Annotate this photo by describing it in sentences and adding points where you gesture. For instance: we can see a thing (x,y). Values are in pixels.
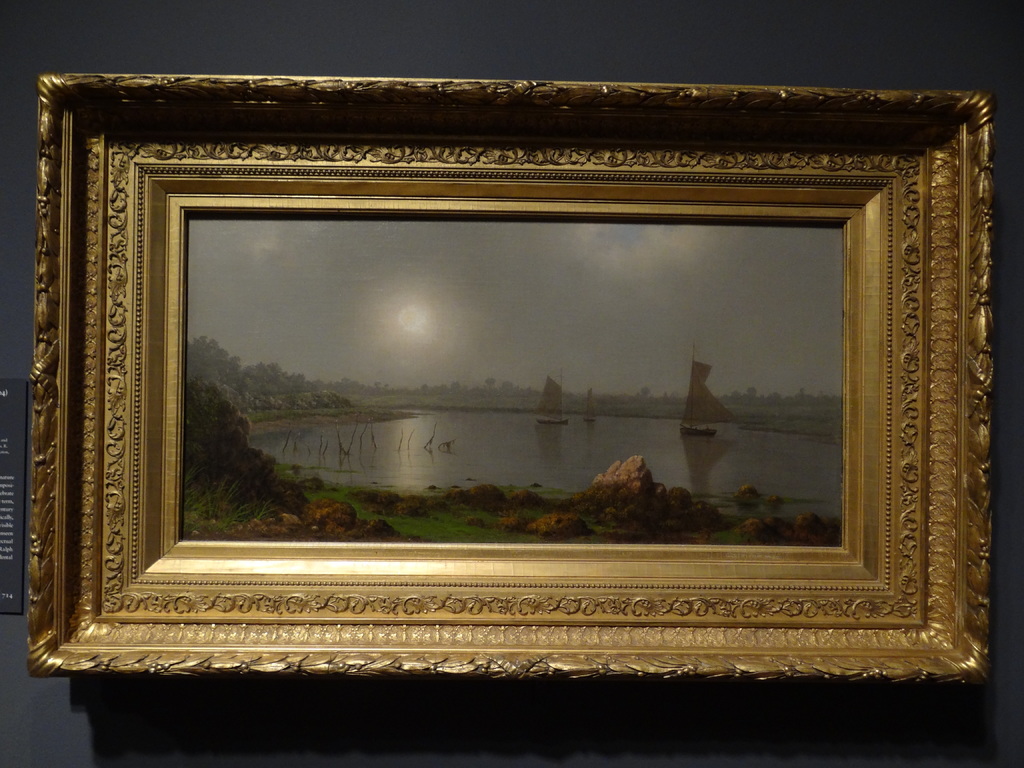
In this picture I can see there is a photo frame (240,597), in the photo (372,514) there is a lake (690,488), there are boats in the lake (436,458) and there are plants (558,510), grass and trees (245,371) and the sky (502,368) is cloudy.
